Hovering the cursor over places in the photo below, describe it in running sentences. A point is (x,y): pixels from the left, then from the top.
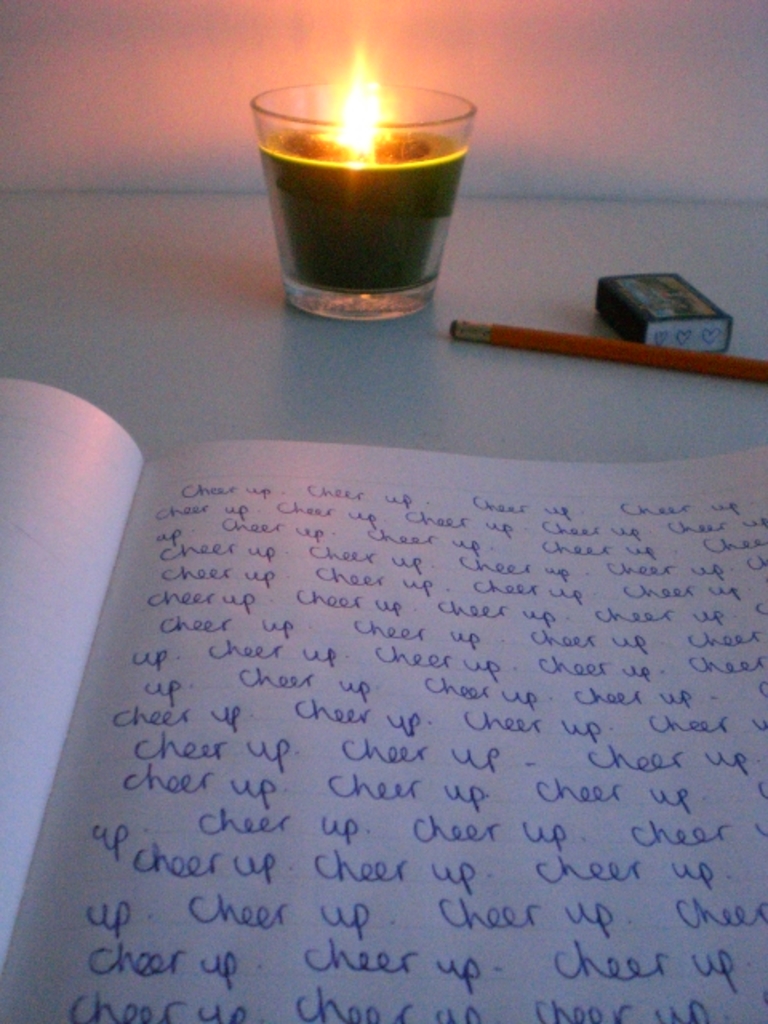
At the bottom of the image (83,968) there is a book (314,698). In the background of the image (352,294) there is a candle (437,257). There is a pencil (759,367), eraser (620,312). There is a wall (211,38).
